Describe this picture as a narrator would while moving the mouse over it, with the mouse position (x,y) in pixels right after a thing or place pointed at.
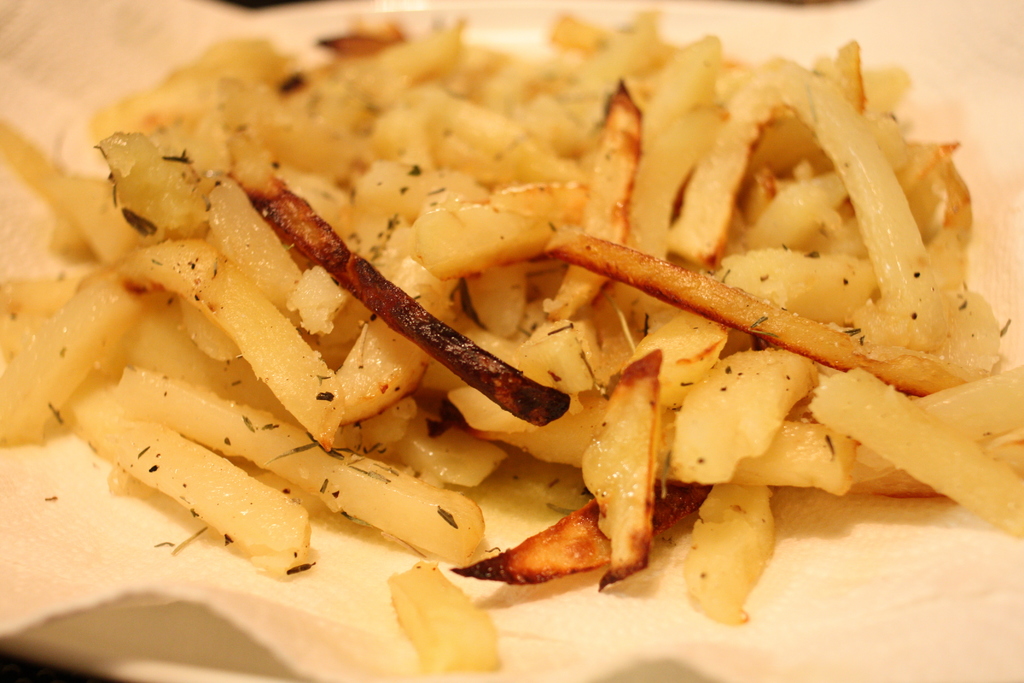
In this image we can see food (413,232) in plate (63,523).
